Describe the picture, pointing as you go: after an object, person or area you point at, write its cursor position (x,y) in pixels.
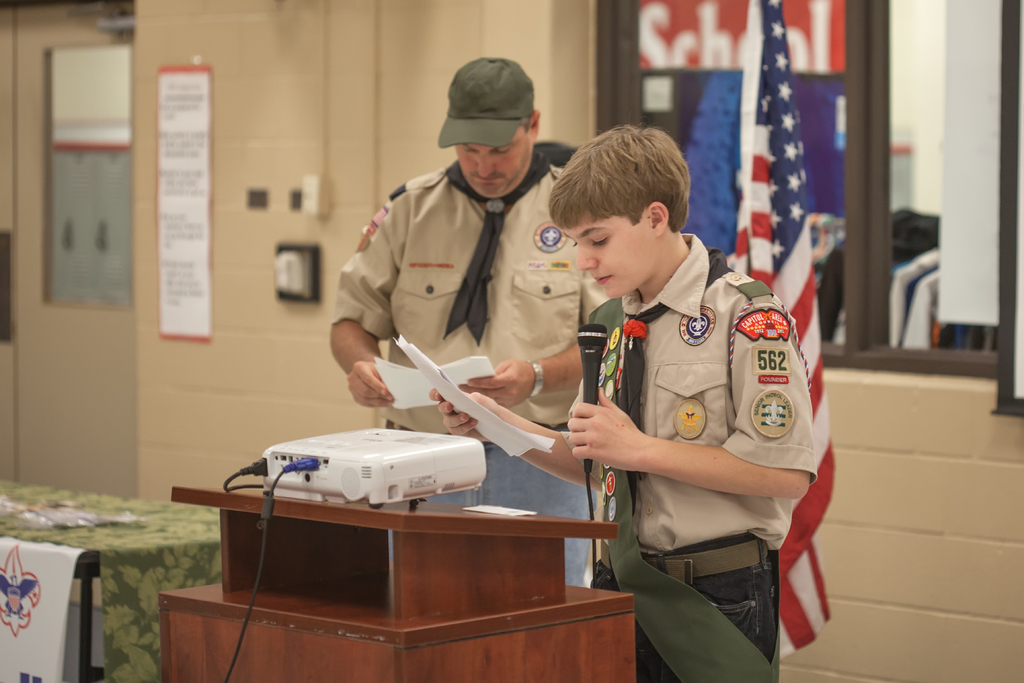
In this picture we can see a man (559,291) and boy (640,303), they are holding papers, in front of them we can see a projector (349,498), and he is holding a microphone (582,336), in the background (785,205) we can find a flag (768,164).
